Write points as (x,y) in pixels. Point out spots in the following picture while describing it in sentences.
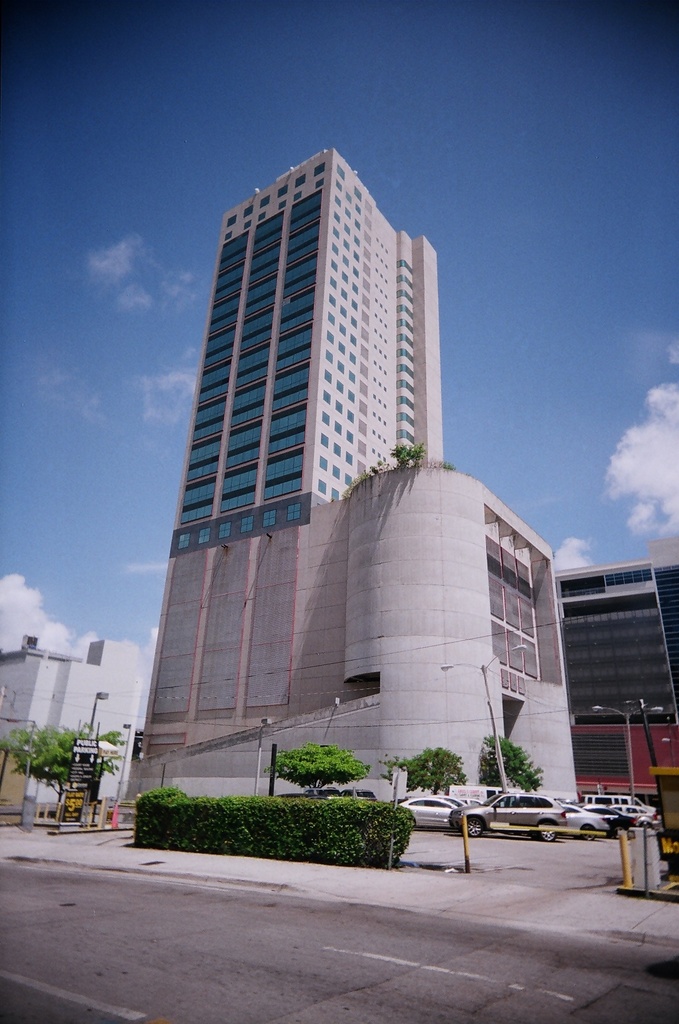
In this image at the bottom (297,934) we can see vehicles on the road (304,941), plants (200,822), trees (334,767), poles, hoardings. In the background (317,447) there are buildings (303,444), glass windows (296,317) and clouds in the sky (650,161).
